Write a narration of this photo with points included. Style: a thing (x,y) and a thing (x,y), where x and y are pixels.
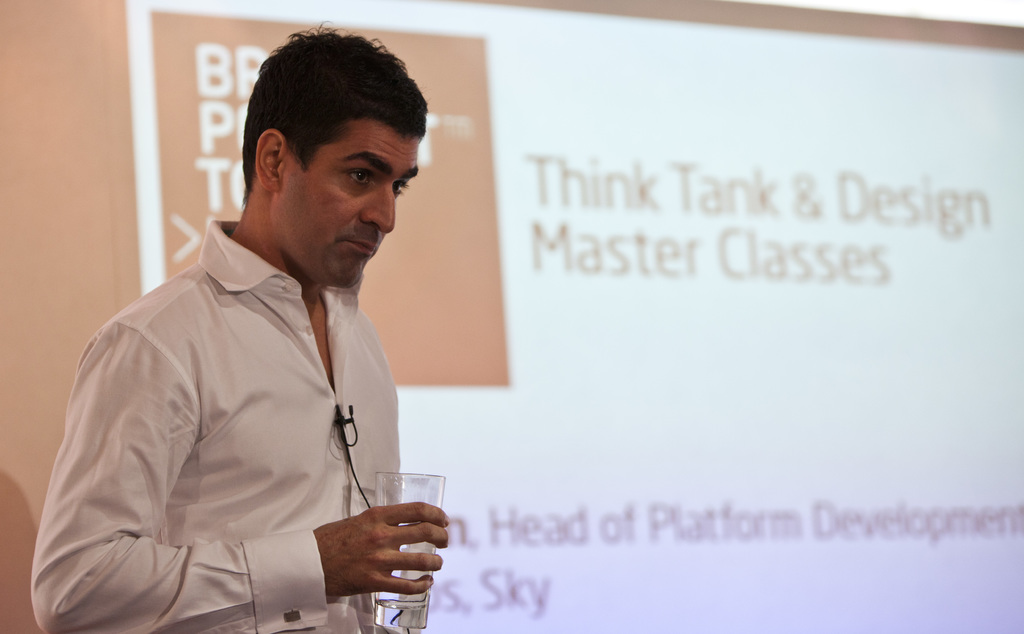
In front of the image there is a person (283,362) holding the glass (417,601). Behind him there is a screen (743,458).
